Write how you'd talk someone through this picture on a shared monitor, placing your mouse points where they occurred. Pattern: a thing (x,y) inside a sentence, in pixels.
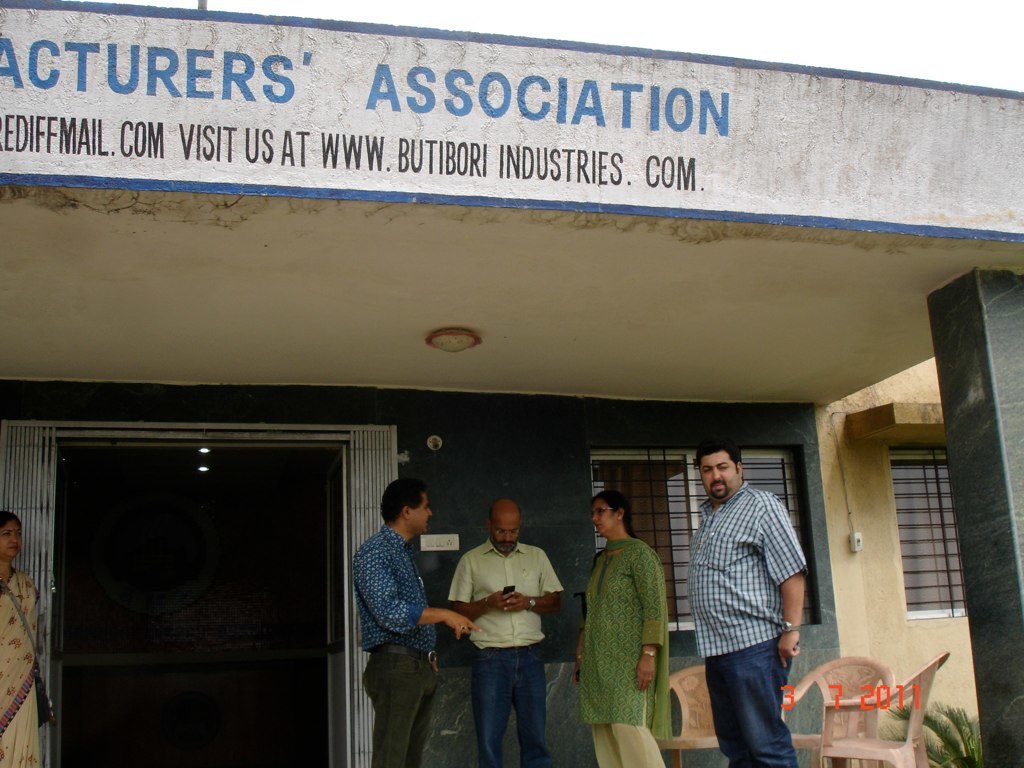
Bottom of the image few people (707,449) are standing. Behind them there are some chairs (908,733) and plants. In the middle of the image (460,442) there is a building (646,93). Top of the image (661,40) there is sky (418,6).
